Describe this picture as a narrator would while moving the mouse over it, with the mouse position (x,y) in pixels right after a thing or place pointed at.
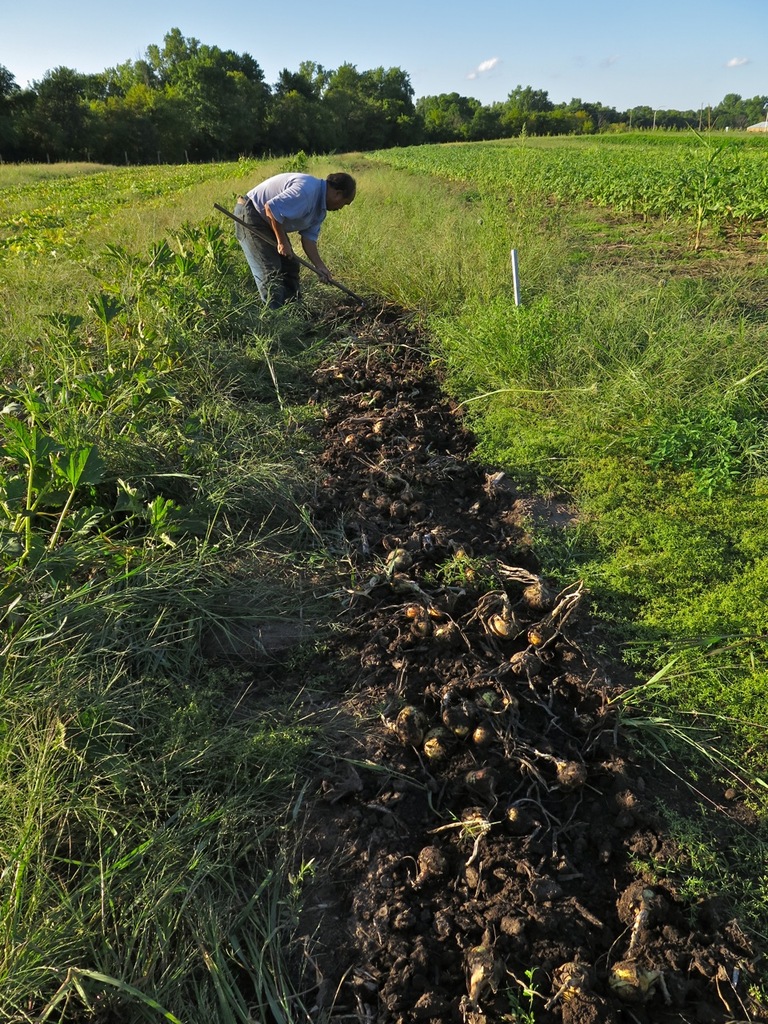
In this picture there is a man (347,185) at the top side of the image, he is digging the floor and there is greenery (409,154) around the area of the image.
